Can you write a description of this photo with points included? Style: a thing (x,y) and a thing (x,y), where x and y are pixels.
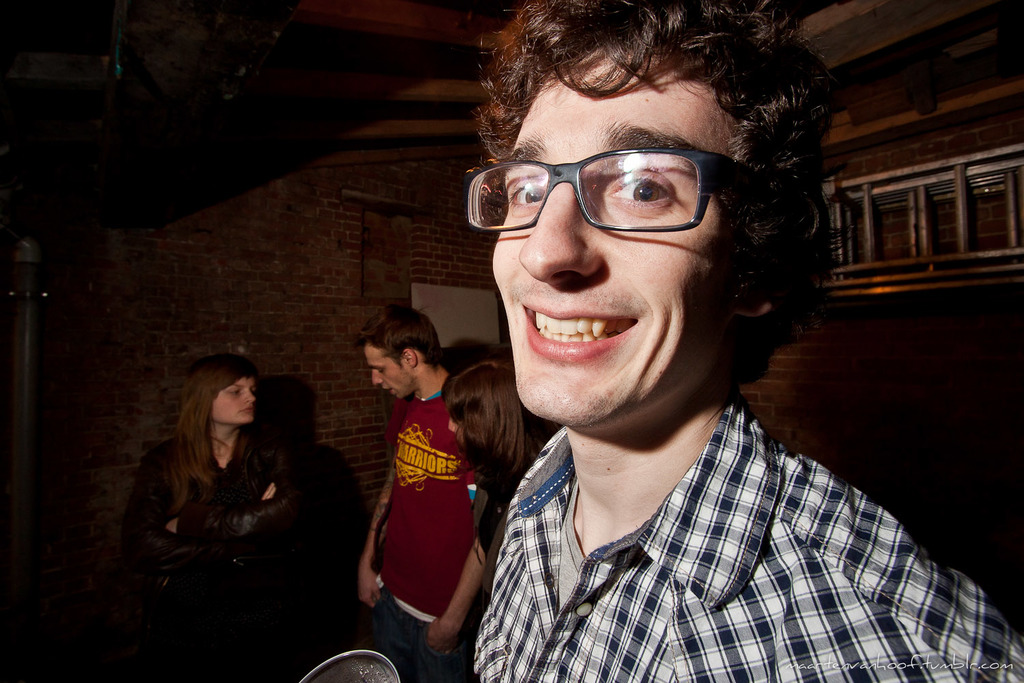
In this image we can see few people (546,378). Behind the persons (656,338) we can see a wall (395,185) and a ladder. At the top (180,75) we can see the roof (353,28).
